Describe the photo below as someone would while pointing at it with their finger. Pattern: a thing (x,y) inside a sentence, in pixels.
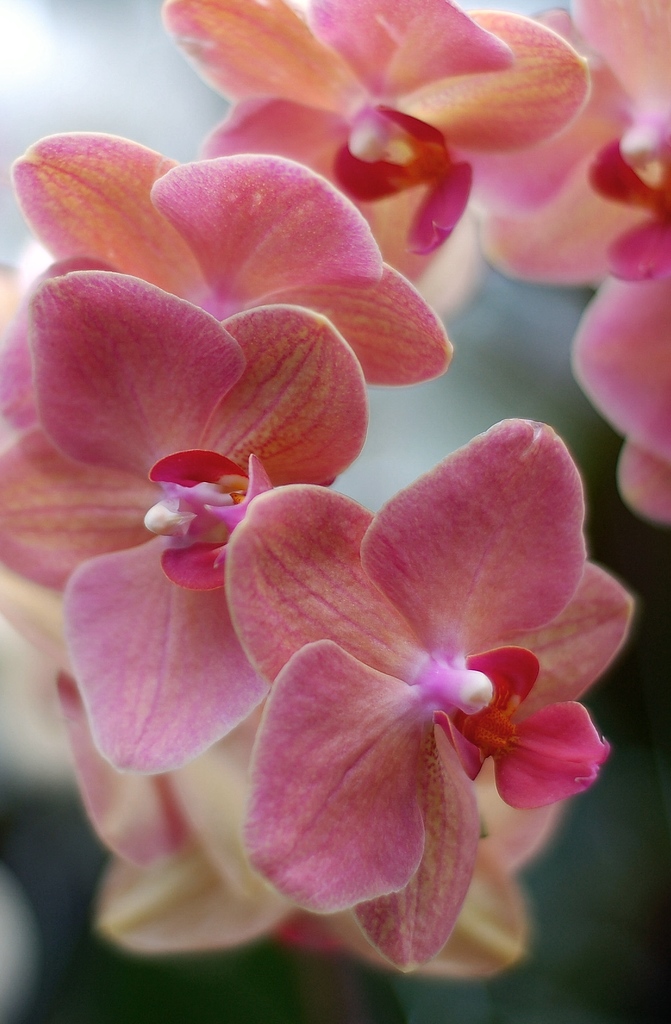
In this image in the foreground (213,515) there are some flowers (418,777), and there is blurry background (144,1000).
